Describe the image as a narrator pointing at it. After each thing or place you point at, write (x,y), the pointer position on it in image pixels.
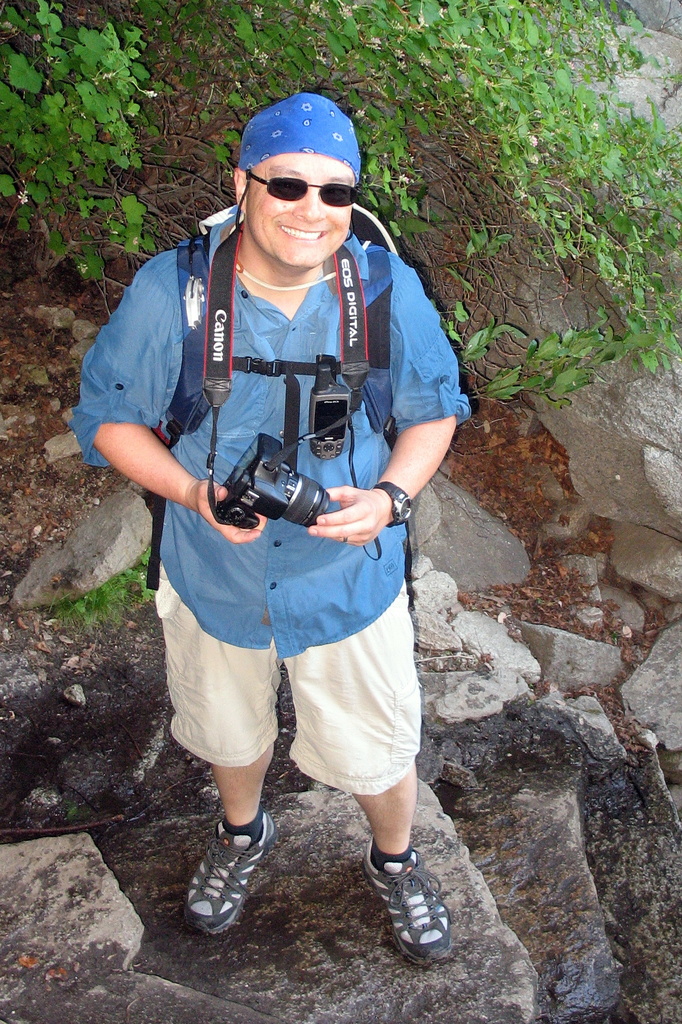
This image I can see a person (311,461) wearing a blue shirt (277,347), a bag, sunglasses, cream short (331,668) and shoes (377,869) Standing and holding a camera (277,482). In the background (611,204) i can see few rocks (681,662) and plants (487,106).
